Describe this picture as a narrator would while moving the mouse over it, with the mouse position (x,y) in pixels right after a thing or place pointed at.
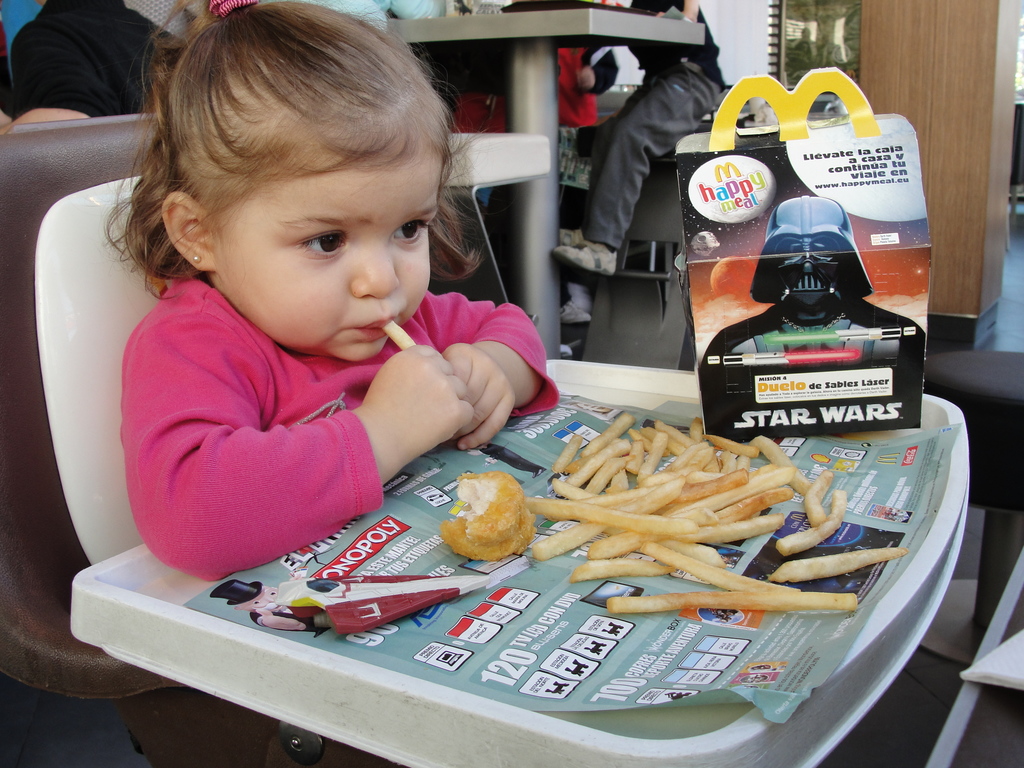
In this picture we can see a kid (287,335) eating a food item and sitting on a baby chair (127,288) with a table (438,739). We can see some food items (640,488) and a few things (851,346) on this table (528,705). We can see a few people (77,95) and other objects (536,14).
